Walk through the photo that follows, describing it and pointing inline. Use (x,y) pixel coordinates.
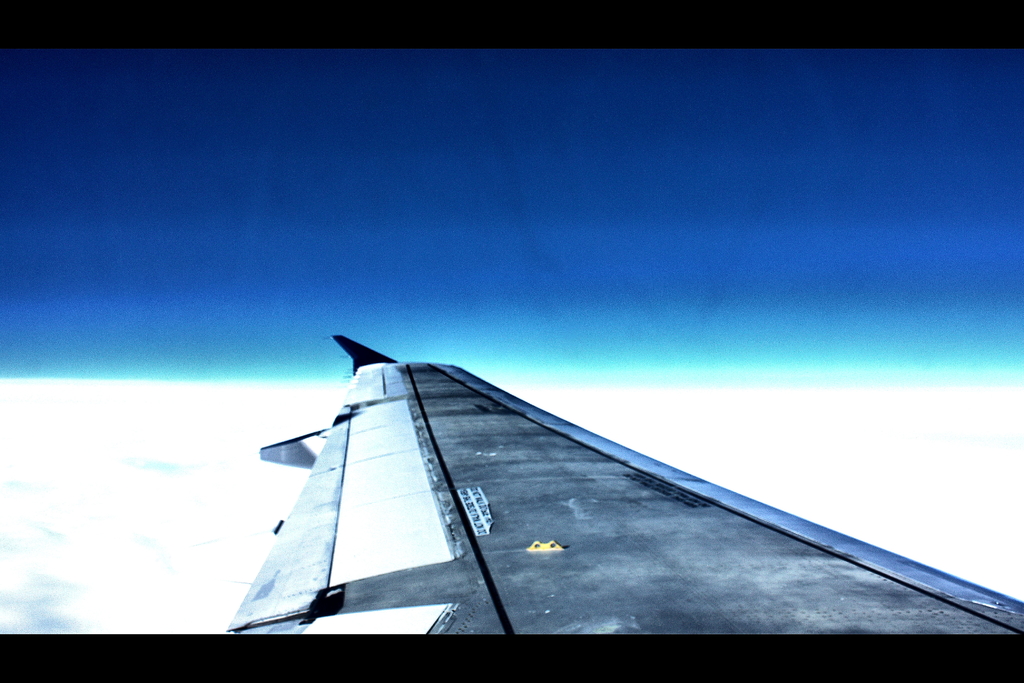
There is a wing (481,490) of an aeroplane (484,521) is present at the bottom of this image (471,534) and there is a sky (481,331) in the background (472,317).
